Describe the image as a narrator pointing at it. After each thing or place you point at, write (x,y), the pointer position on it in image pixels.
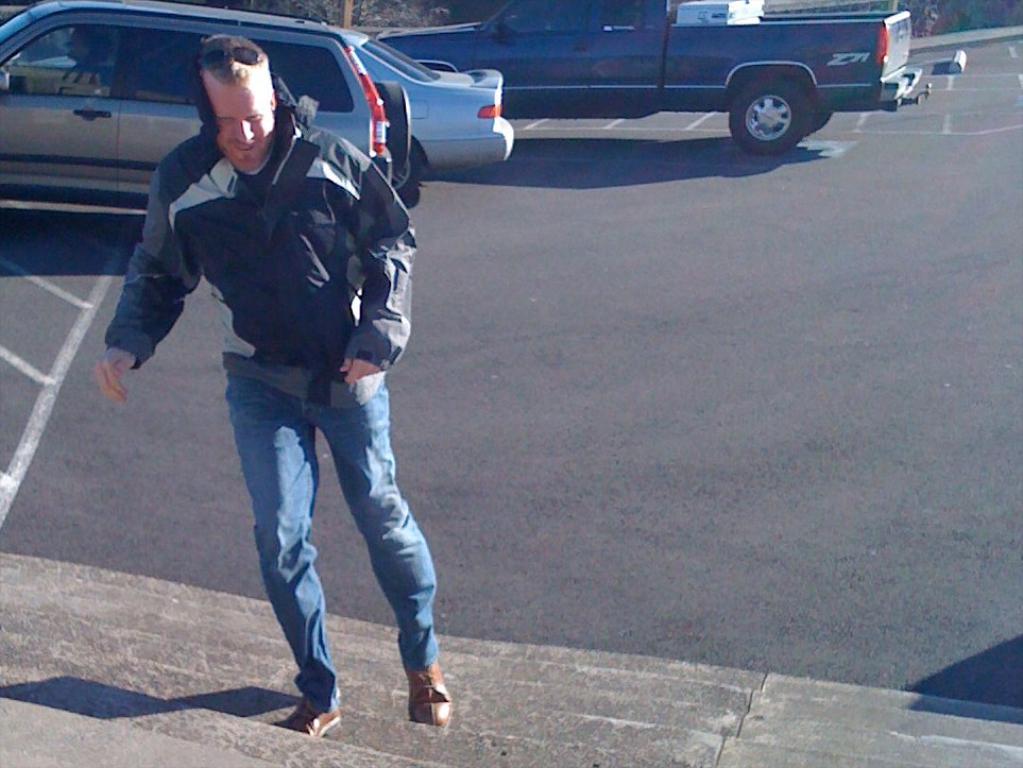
In this image we can see a person (262,251) climbing the stairs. On the backside (399,188) we can see some cars (713,66) on the road (578,306).
